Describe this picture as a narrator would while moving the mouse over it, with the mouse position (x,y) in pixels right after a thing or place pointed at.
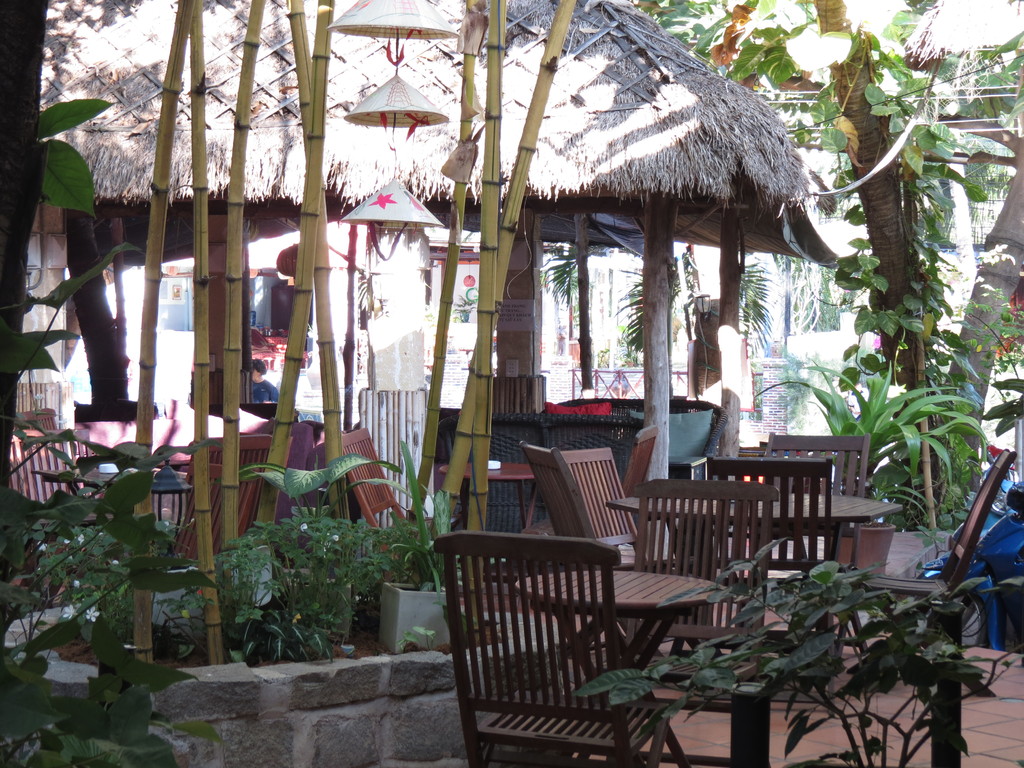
At the bottom of the image (79,554) we can see some plants (874,497) and there are some chairs (730,497) and tables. In the middle of the image (656,456) we can see a hut (656,27). Behind the hut (537,14) there are some trees (1013,291).
